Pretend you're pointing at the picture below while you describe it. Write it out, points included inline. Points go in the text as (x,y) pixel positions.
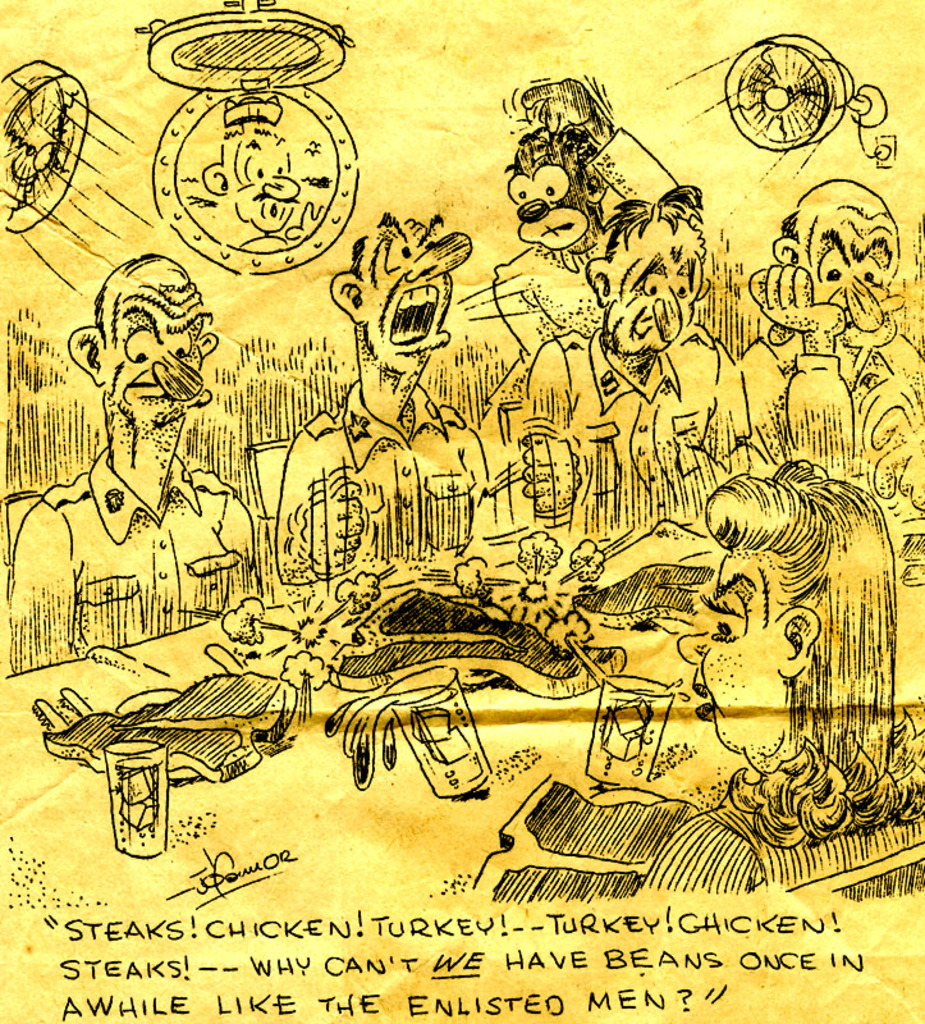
In this image we can see some cartoon images (426,560), and text (184,979) on a paper (492,523).
